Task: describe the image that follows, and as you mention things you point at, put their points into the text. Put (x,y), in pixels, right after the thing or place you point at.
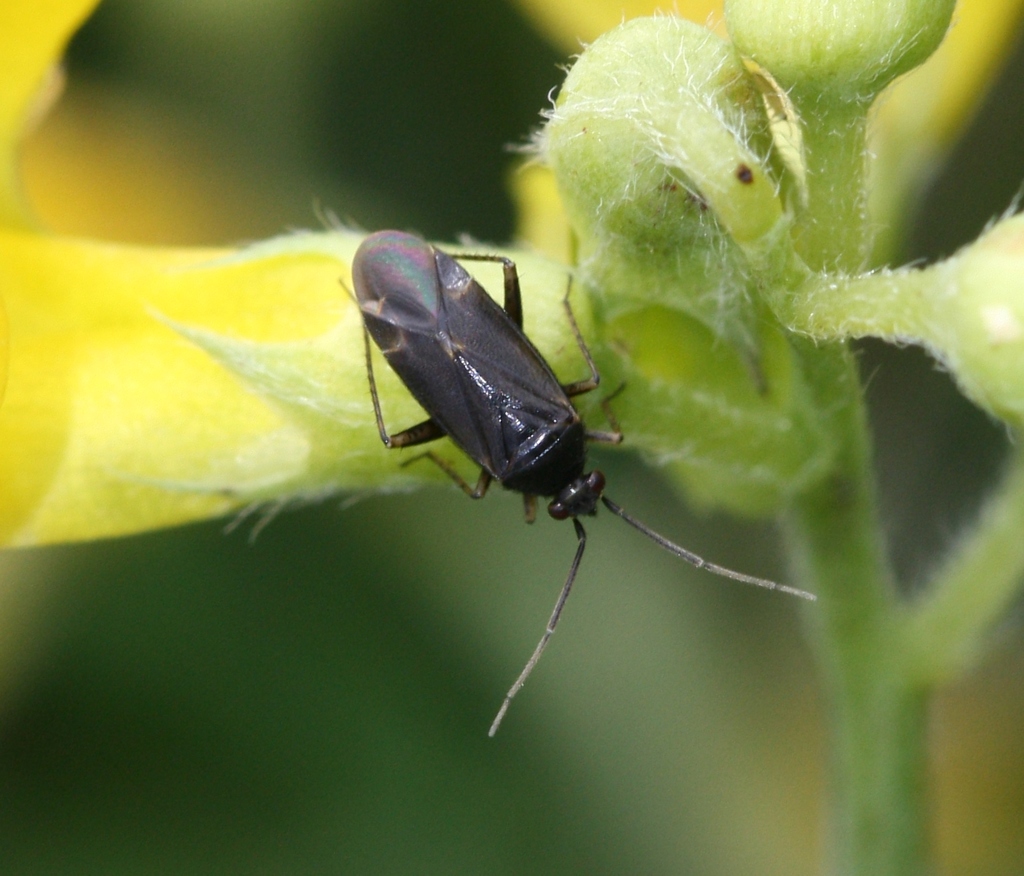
As we can see in the image is a plant (838,251) and black color insect (514,369). The background (520,608) is blurred.
